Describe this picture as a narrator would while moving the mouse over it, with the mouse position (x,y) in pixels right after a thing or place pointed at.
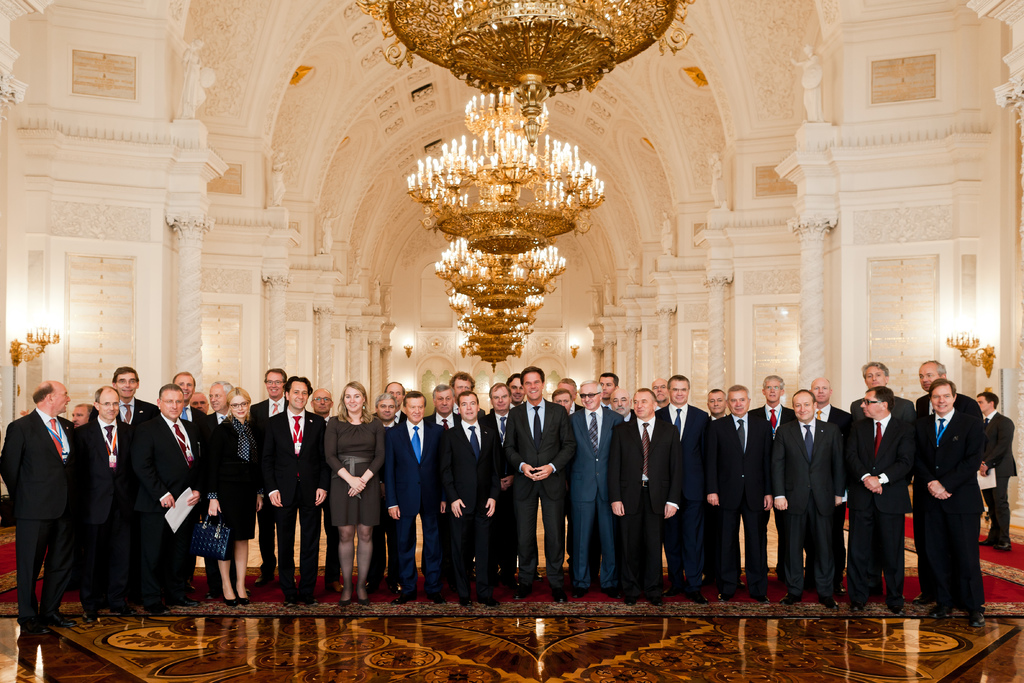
In this image a group of people (547,509) are posing for a photograph, in the background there is a beautiful pillars (183,258) at the top (544,64) there are chandeliers (507,260).
